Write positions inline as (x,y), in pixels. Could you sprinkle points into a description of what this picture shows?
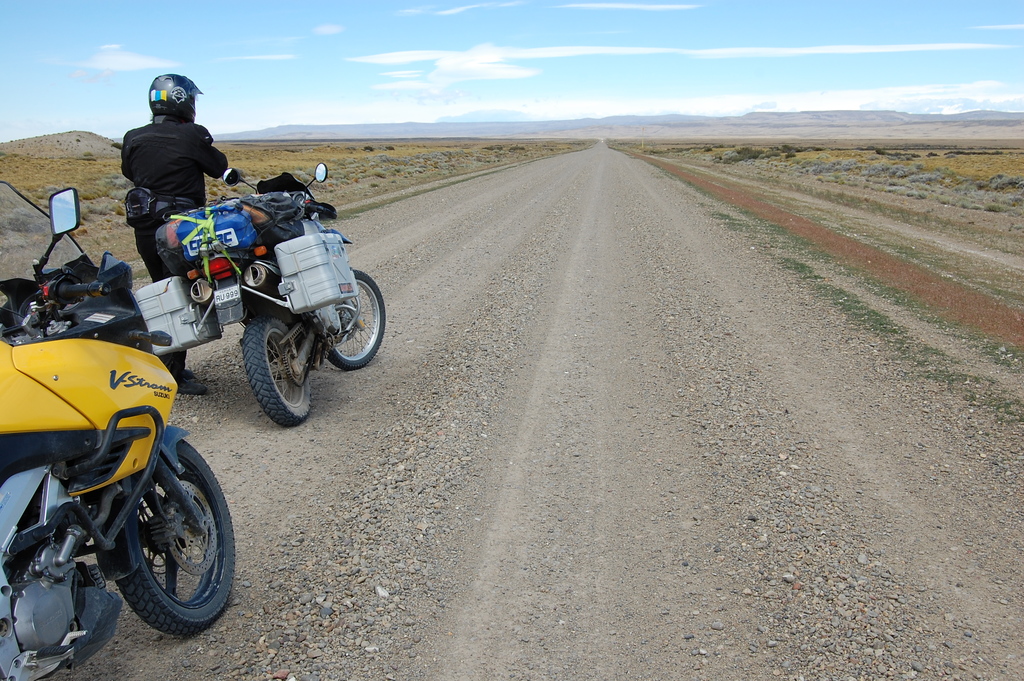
On the left side of the image (151,546) we can see bikes (154,352) and a person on the road (725,355). In the background (726,149) we can see road (742,344), plants (721,162), hills (715,132), sky (607,104) and clouds (623,96).
